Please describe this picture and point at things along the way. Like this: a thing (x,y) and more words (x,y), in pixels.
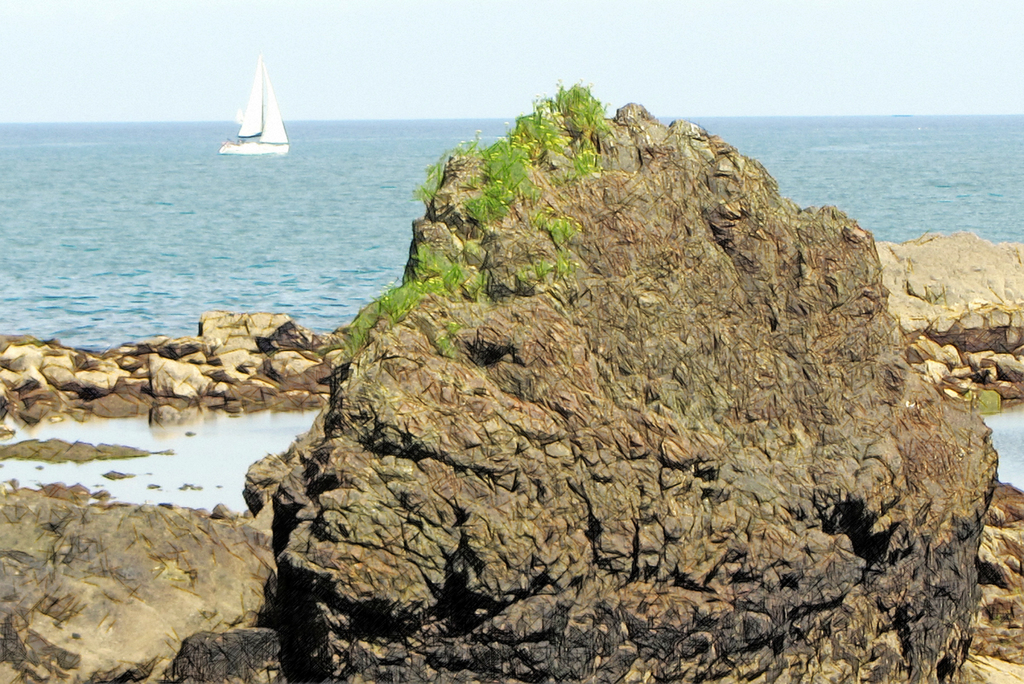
In this image I can see number of stones (1009,259), water (299,121), the sky (279,87) and on the water (221,129) I can see a white colour boat (284,143). In the front (515,243) I can see green colour things (600,102) on the rock (443,193).
